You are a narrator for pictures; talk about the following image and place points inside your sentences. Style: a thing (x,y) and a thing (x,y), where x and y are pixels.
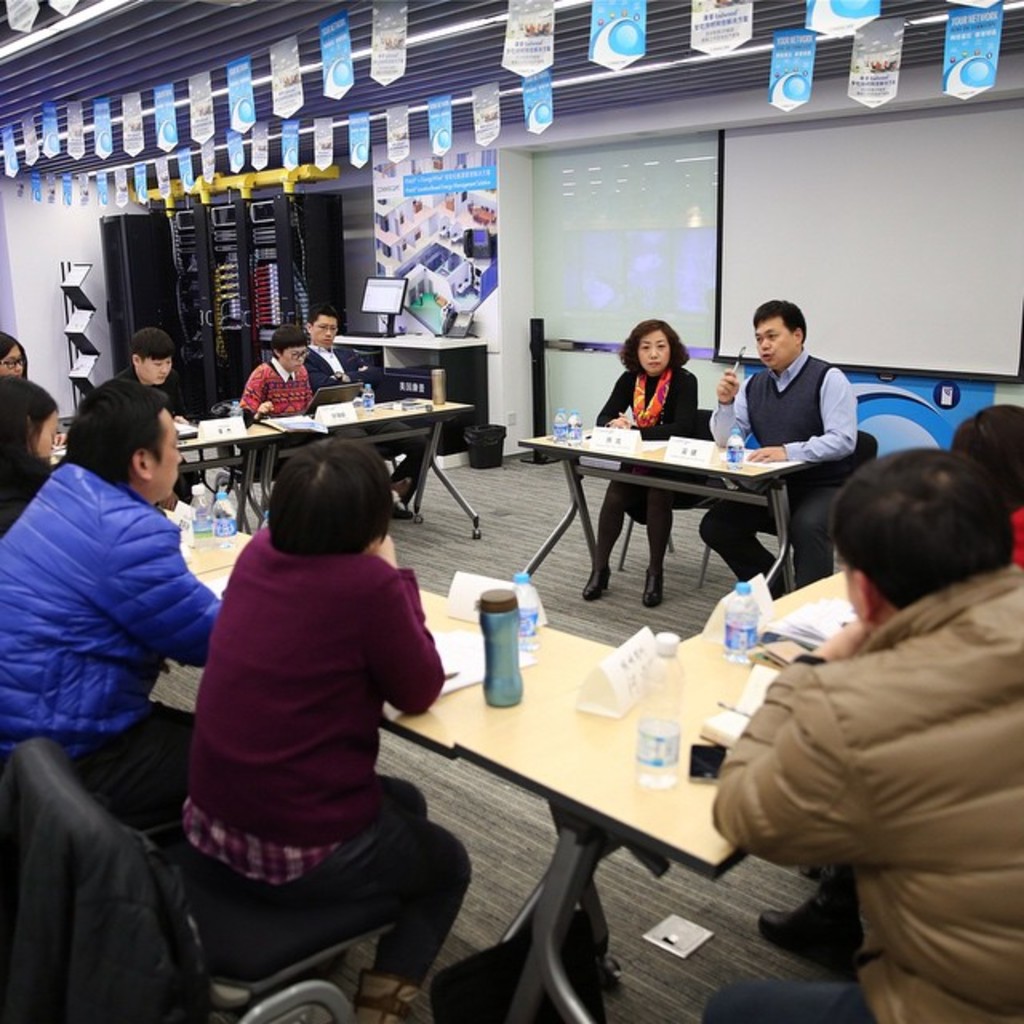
In the picture there are many people (384,447) sitting on the chair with the table (477,747) in front of them on the table (475,624) there are many bottles (506,631) papers (468,638) laptops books (275,421) on the roof (266,104) there are many paper flags (356,166) on the wall (372,270) there is a banner (456,281) on the banner (453,260) there is a text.
